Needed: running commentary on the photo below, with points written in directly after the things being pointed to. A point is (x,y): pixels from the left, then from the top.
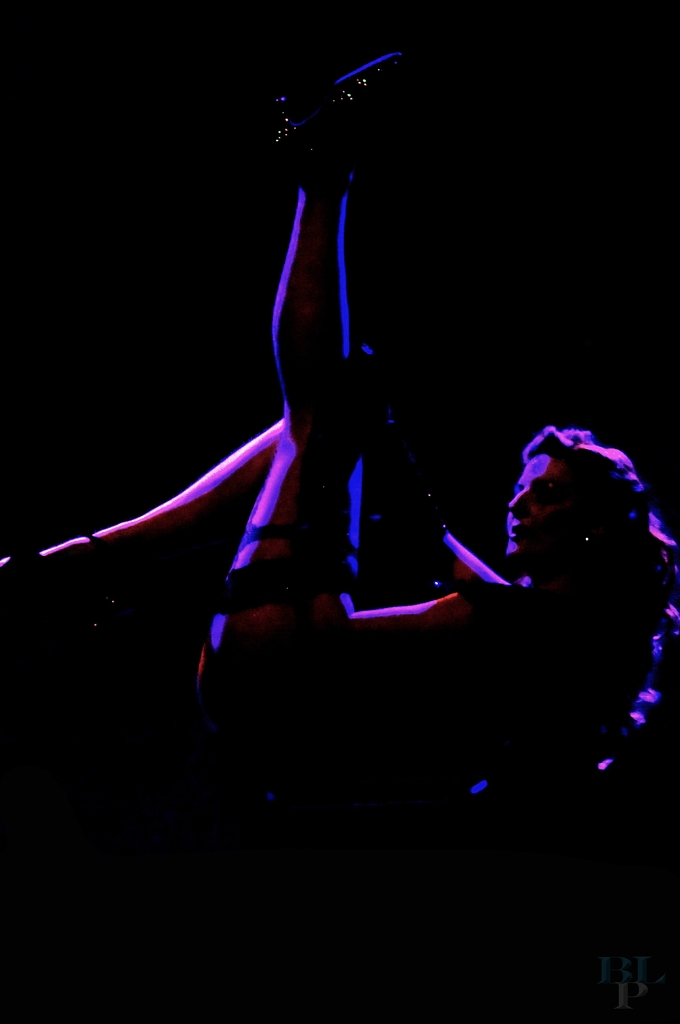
In this image, I can see the woman (258,641) lying. The background (557,330) looks dark.
